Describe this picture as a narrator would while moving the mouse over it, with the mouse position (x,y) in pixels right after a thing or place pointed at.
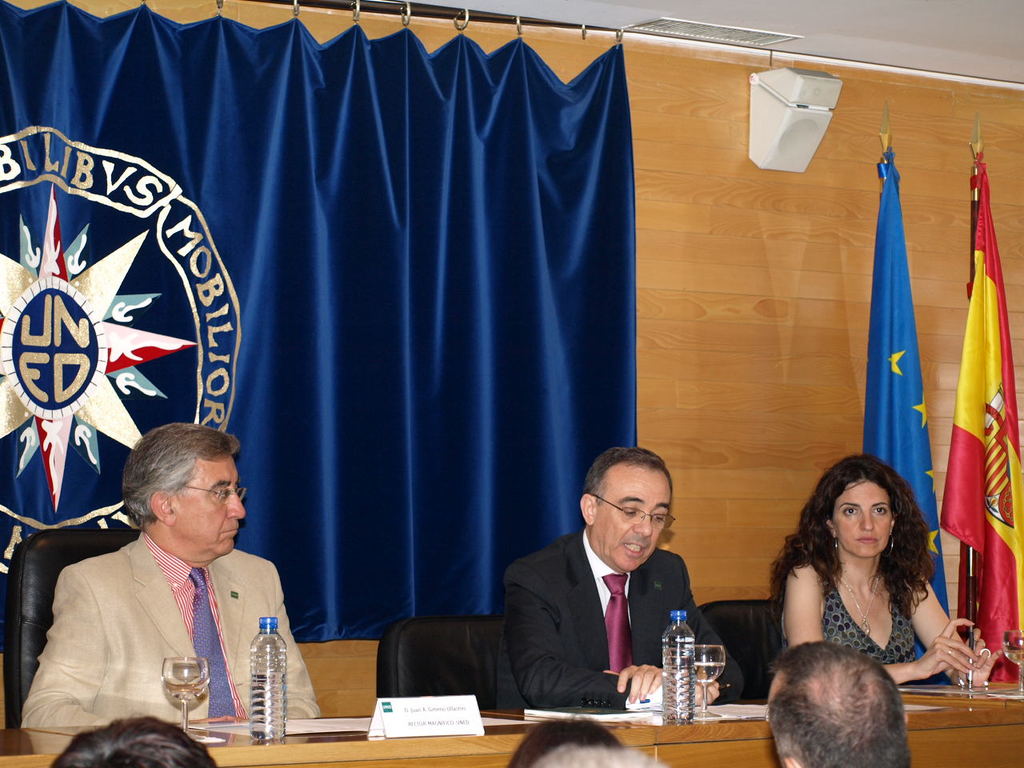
In this image we can see three people (692,611) sitting. There is a table (711,724) placed before them. We can see glasses (201,682), bottles (261,734), papers (735,714) and a board (433,723) placed on the table (16,743). At the bottom (875,760) there are people (895,762). In the background (764,549) there are flags (1012,419), curtain (583,316) and a wall (639,280).
